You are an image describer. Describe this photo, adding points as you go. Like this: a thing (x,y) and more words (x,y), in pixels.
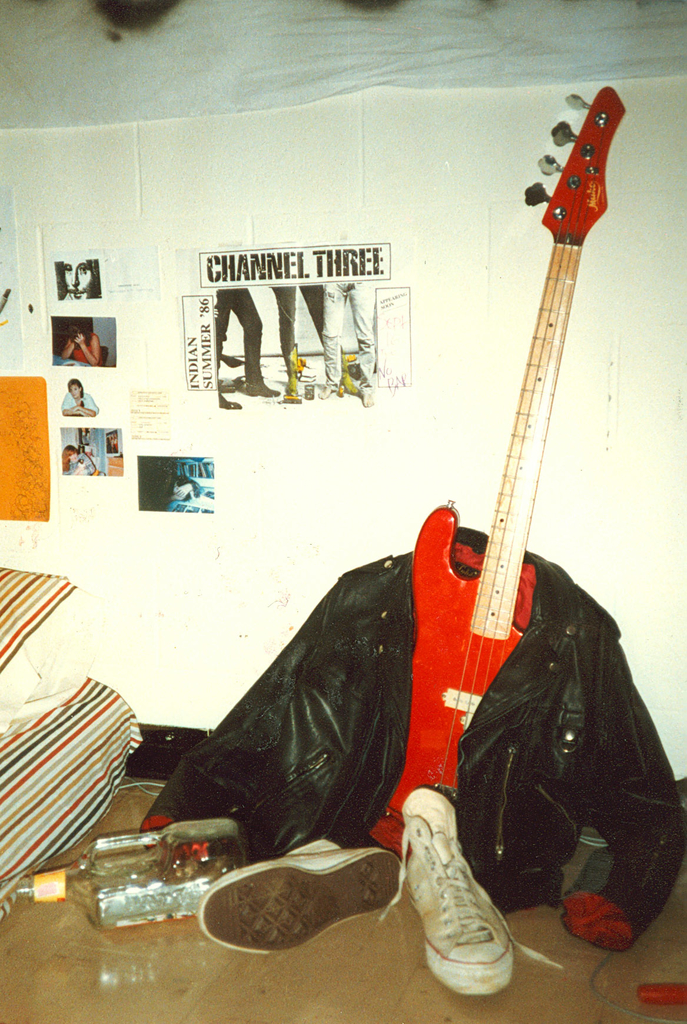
In this image we can see a guitar (443,514) which is of red color wrapped by a jacket (296,643) which is of black color there is a shoe pair (313,910), a bottle (139,900) there is bed (63,830) and in the background of the image (191,375) there are some pictures (314,390) attached to the wall (466,347).
